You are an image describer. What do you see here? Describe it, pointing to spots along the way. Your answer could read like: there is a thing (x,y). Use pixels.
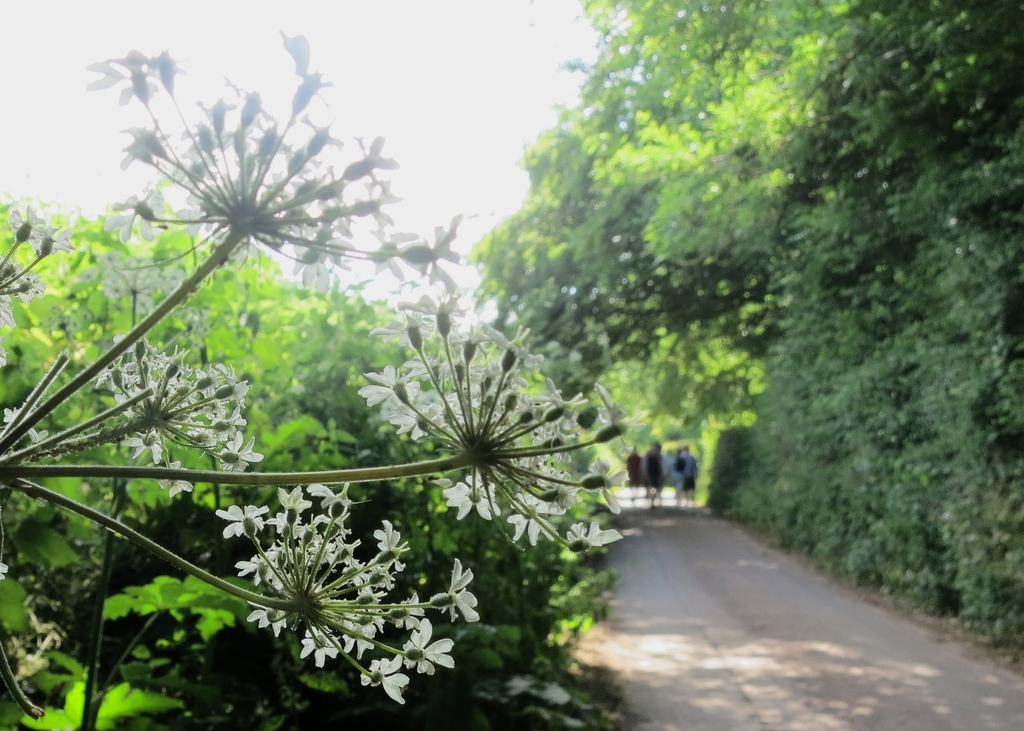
In this picture there are group of people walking on the road (924,688). On the left (318,439) and on the right side of the image (891,238) there are trees (955,145). In the foreground (238,151) there are white color flowers (238,227) on the plant (249,526). At the top (486,72) there is sky (394,53). At the bottom (780,589) there is a road (788,569).
